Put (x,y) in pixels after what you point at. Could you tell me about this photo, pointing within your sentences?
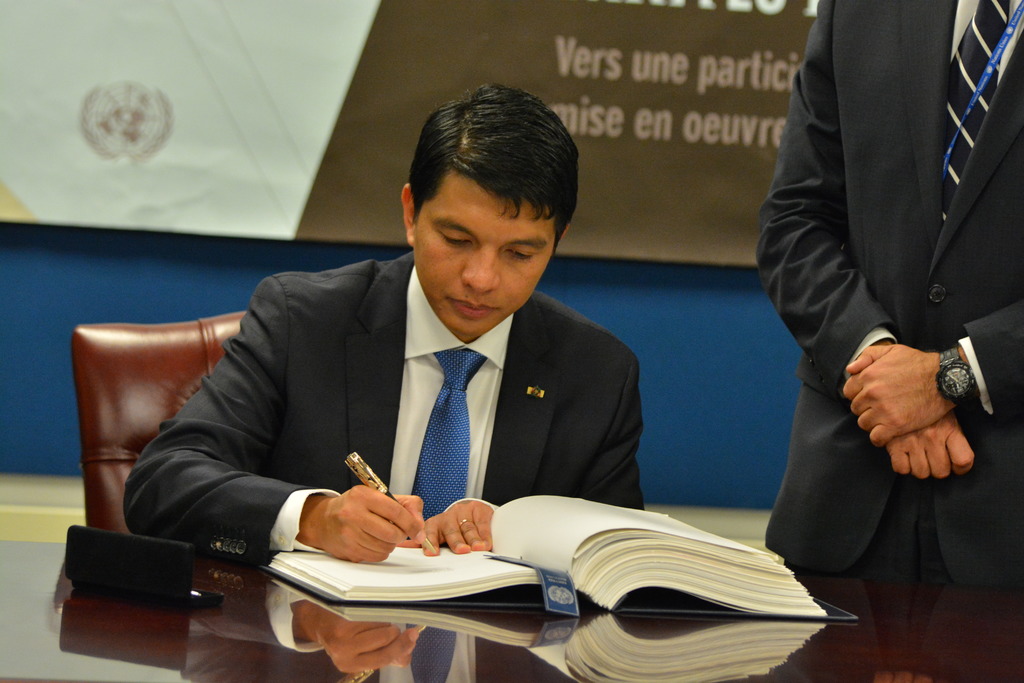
This person (446,289) is sitting on a chair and writing on this book (515,553). On this table (375,652) there is a book (369,583) and box (172,569). A banner (304,133) on wall (238,307). Beside this man (520,297) another person (849,322) is standing.
